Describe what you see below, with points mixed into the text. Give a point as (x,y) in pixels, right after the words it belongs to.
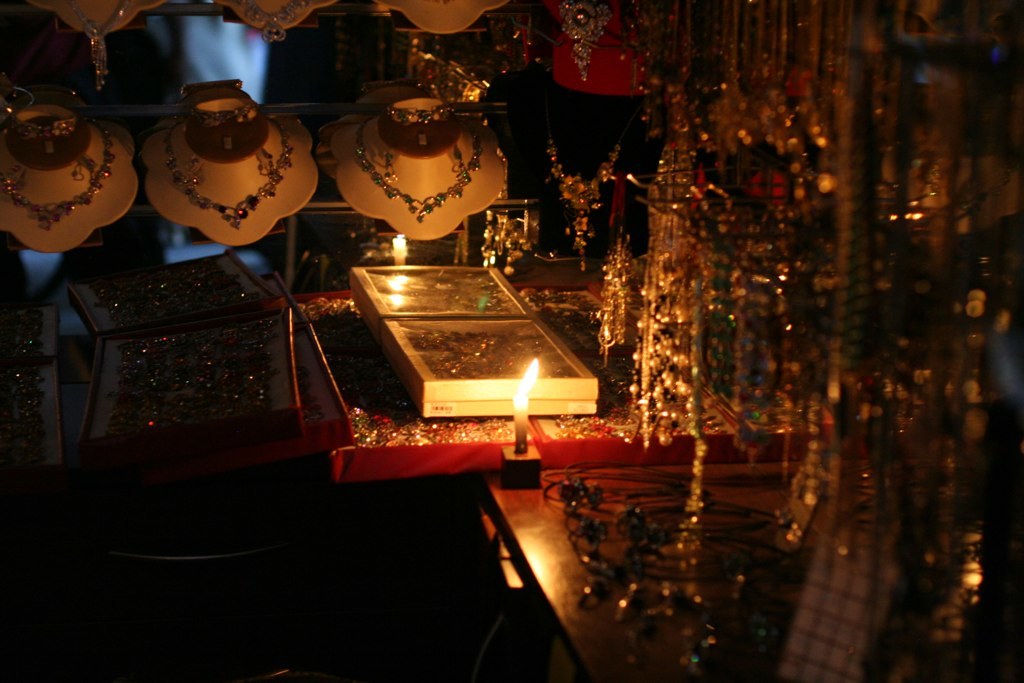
In this image, we can see some jewelry (240,397). Among them, we can see some necklaces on necklace holders (413,107). We can also see some ornaments (228,346) in boxes (442,324). We can see a table (683,541) with some objects (651,536) and a candle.
